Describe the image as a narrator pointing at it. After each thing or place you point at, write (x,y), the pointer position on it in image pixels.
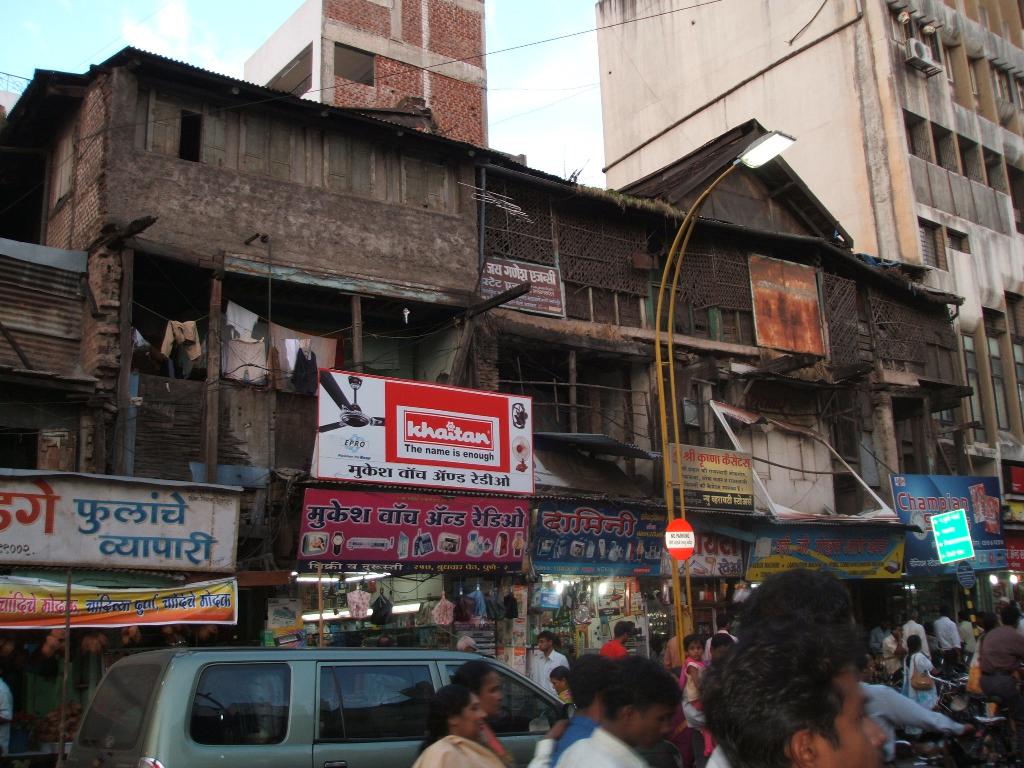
In this picture we can see many buildings (717,418). On the bottom (466,766) we can see group of persons (800,717) walking on the road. Here we can see a car (193,675) standing near to the shop (227,643). Here we can see banners (181,510), posters (447,505), advertisement boards (134,522), street lights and sign boards (710,481). At the top (517,100) we can see sky (517,79) and clouds (529,124). Here we can see brick wall (437,93).
